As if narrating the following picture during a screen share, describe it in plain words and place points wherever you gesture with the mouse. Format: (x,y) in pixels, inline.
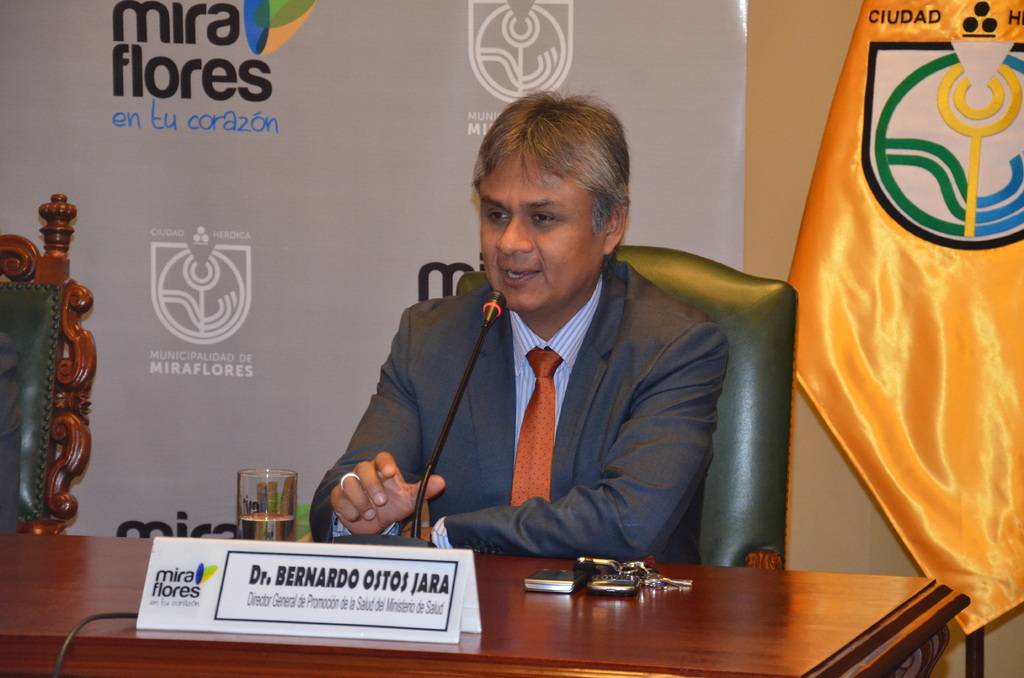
There is a Mic (413,522), glass (293,540) and some other objects (420,583) are kept on a wooden table (725,609) as we can see at the bottom of this image (664,612). There is one person (599,470) sitting on the chair (774,342) in the middle of this image (607,396). There is a flag (883,326) on the right side of this image (888,310), and there is one other chair (56,355) on the left side of this image (49,352). There is a wall poster (362,126) in the background (667,117).
